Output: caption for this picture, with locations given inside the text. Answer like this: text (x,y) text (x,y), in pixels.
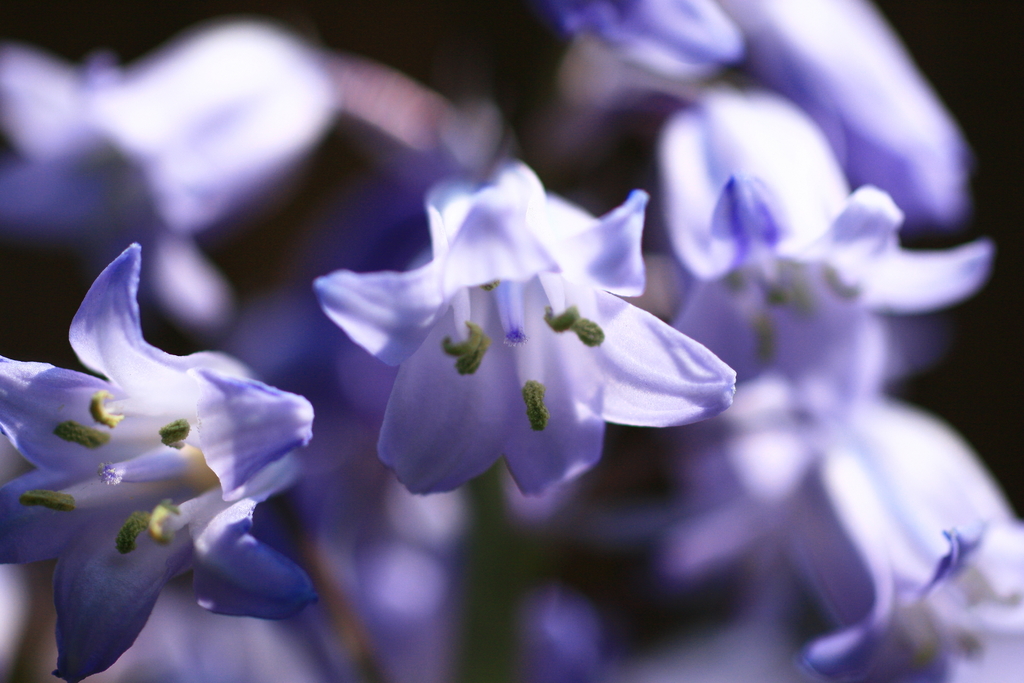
In this image in the foreground (147,520) there are some flowers (411,457), and in the background (842,561) also some flowers (536,510) and there is a blurred background (224,252).
